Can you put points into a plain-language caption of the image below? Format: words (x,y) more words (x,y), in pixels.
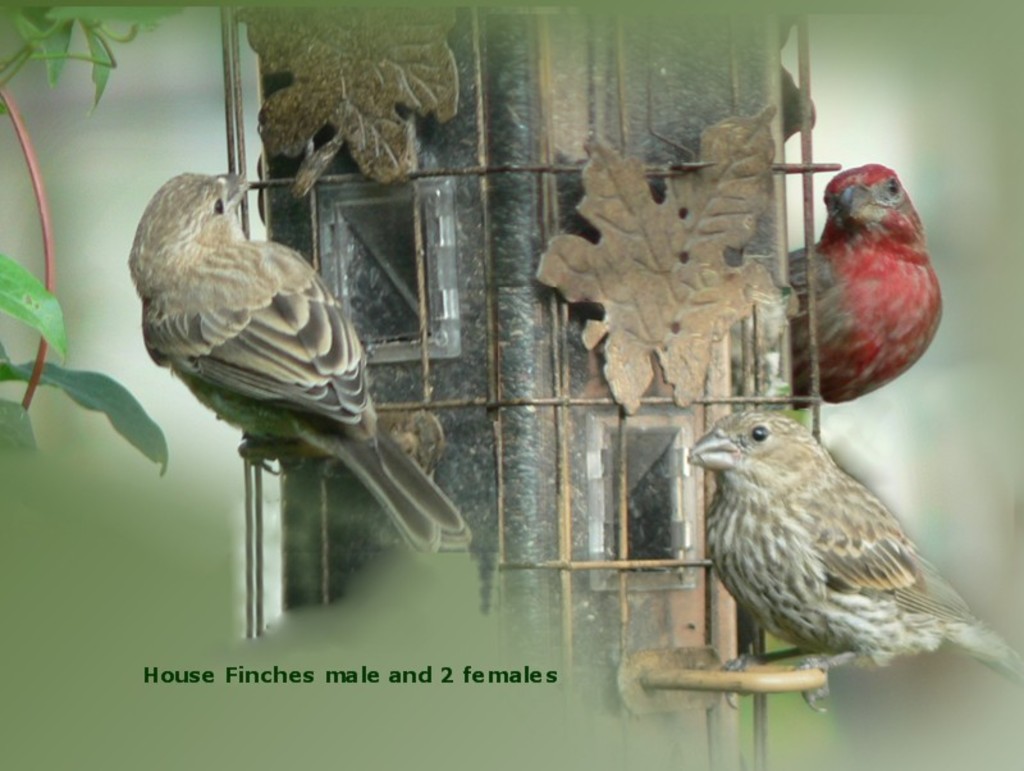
In the center of the image (400,512) there are birds (835,469). To the left side of the image (137,16) there are leaves (56,345).
